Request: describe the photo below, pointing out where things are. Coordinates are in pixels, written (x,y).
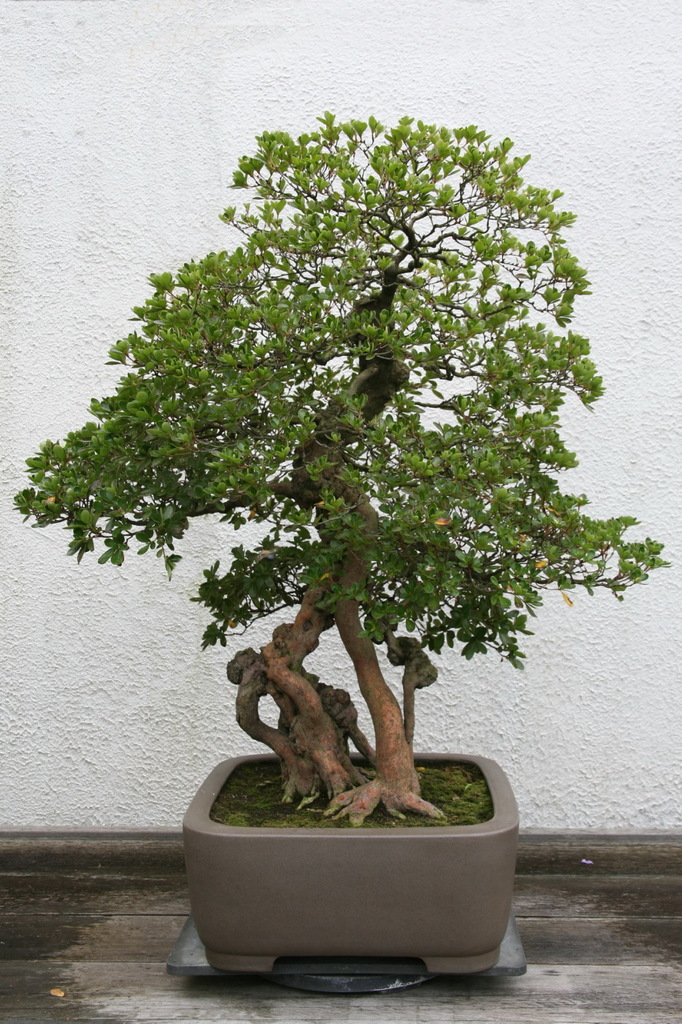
In this image there is a plant (340,624) in a pot (372,853) as we can see at middle of this image (324,538) and there is a wall (167,214) in the background (144,124).
